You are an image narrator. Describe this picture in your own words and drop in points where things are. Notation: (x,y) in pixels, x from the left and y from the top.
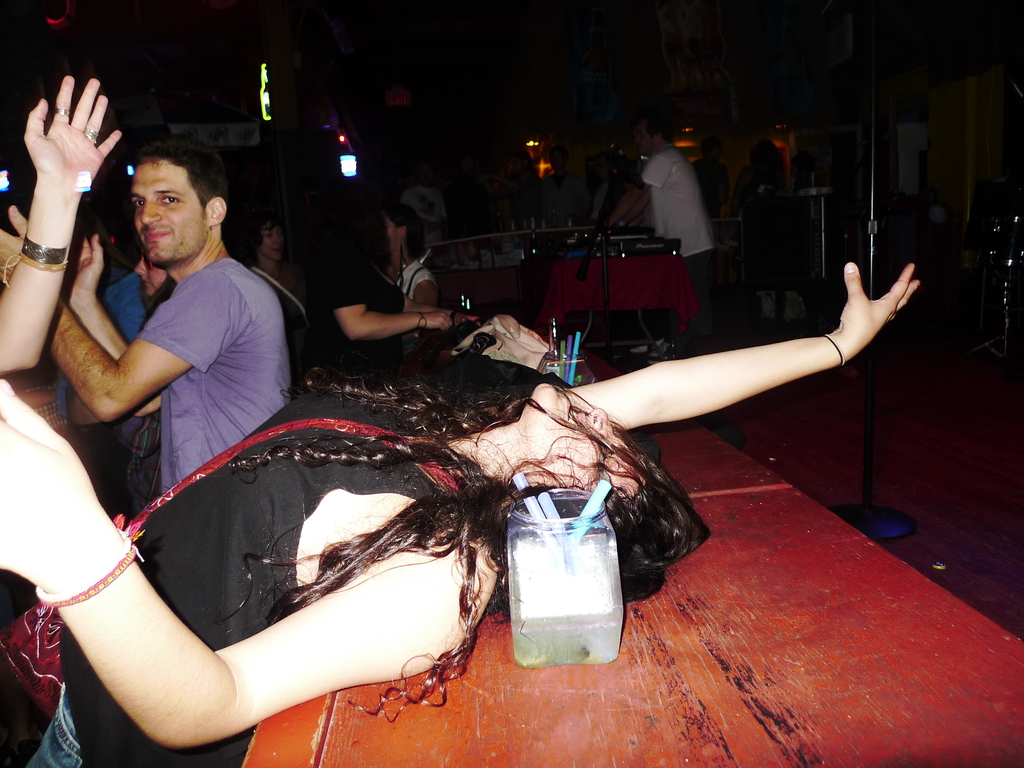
On the left (206,216) we can see people (219,408). In the middle (555,413) there is a table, on the table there are glasses (536,570), a woman (539,439) and other objects (532,363). In the background (562,196) we can see people (660,120), light (679,142) and mostly it is dark.
